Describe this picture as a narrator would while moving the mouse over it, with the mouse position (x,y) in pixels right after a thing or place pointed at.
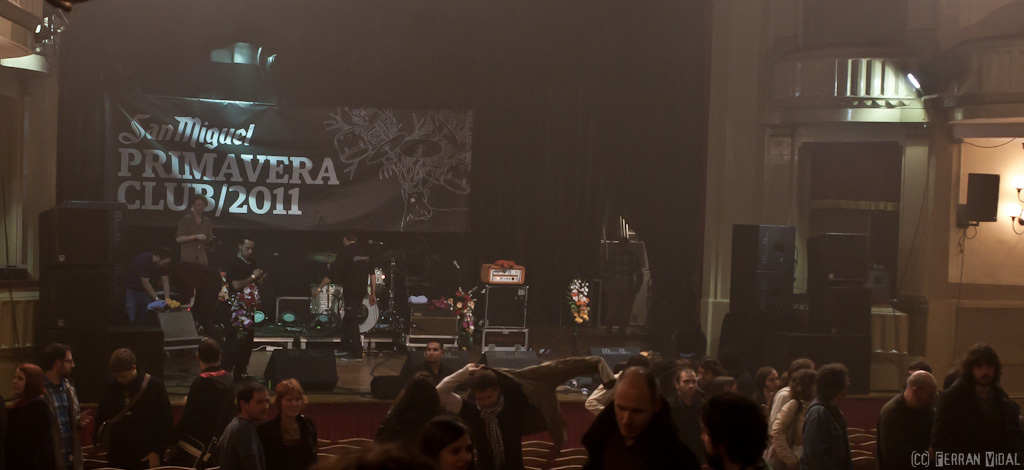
In this image we can see a group of people (909,411) standing on the floor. One person (515,408) is wearing a coat (530,405). In the background (174,315), we can see group of musical instruments (410,332), speakers (97,237), banner (271,164), lights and curtains (559,209).
